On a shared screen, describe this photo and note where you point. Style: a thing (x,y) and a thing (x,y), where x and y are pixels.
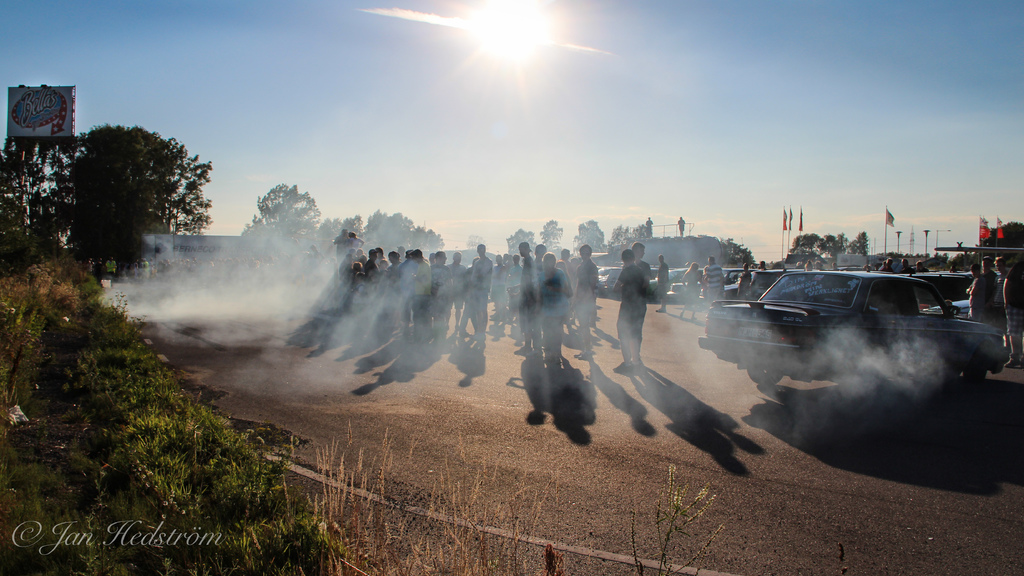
This is an outside view. Here I can see few people (526,276) are standing on the road (634,395). Around these people (396,272) there are some cars (760,310). In the background (784,221), I can see some trees (734,251) and flags (889,223). On the left side (197,467) there are some plants (166,463) in green color and also I can see a board (42,114). On the top of the image (320,73) I can see the sky (268,48) along with the sun (505,40). On the left bottom of the image (101,539) I can see some text (113,539).
